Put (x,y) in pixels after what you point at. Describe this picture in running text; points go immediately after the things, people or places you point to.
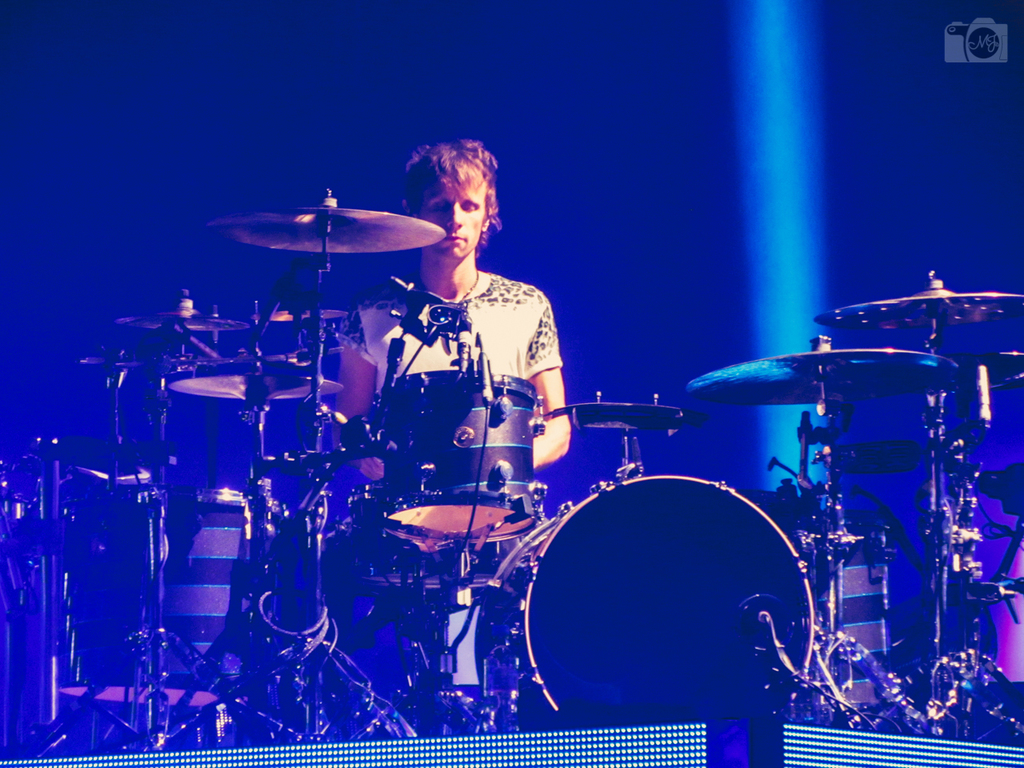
This image might be clicked in a musical concert. There are drums (498,455) in the middle (471,482). A person (453,166) is playing them.
